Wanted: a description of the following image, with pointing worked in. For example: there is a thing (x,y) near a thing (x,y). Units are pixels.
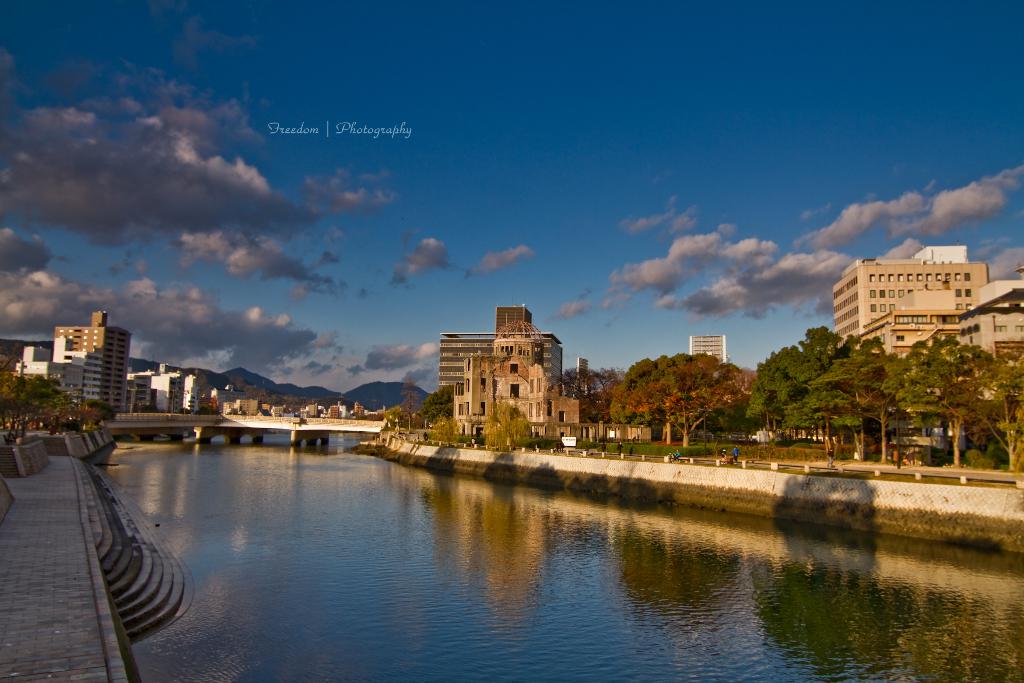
In this picture we can see the water (314,506), bridge (256,432), walls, steps (133,564), trees (822,425), buildings (502,380), mountains (258,380), some objects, some people (726,456) and in the background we can see the sky (159,322) with clouds (152,351).
